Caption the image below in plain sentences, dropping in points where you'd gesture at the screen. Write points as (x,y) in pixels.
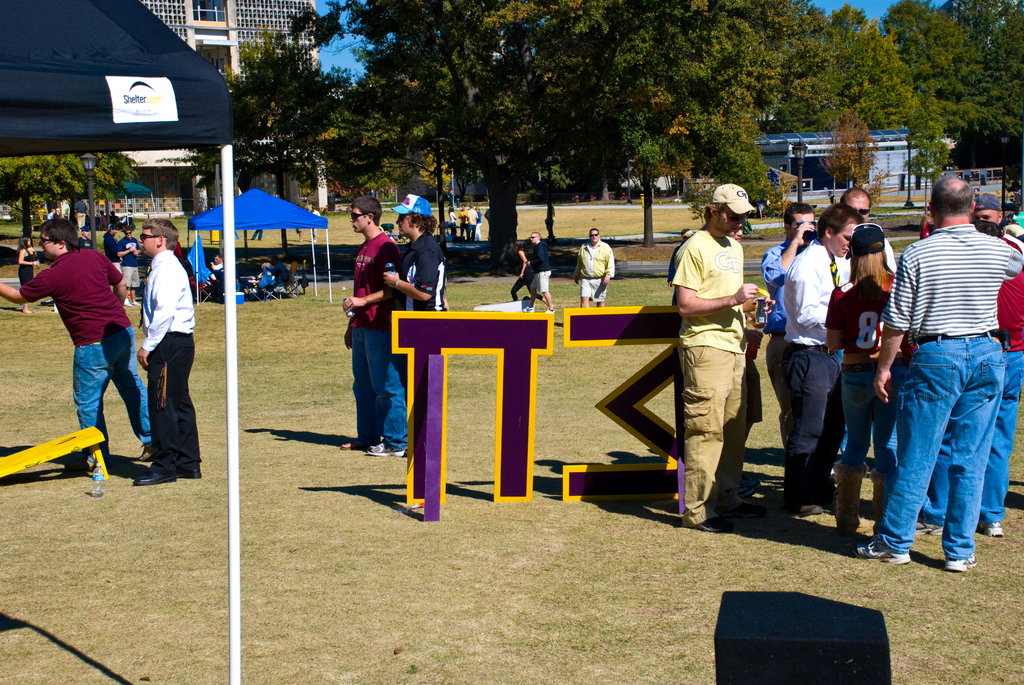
In this image we can see a few people (816,420), among them, some people (973,379) are holding the objects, also we can see the tents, there are trees (721,92), buildings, poles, lights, grass (352,508) and some other objects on the ground (356,490).
